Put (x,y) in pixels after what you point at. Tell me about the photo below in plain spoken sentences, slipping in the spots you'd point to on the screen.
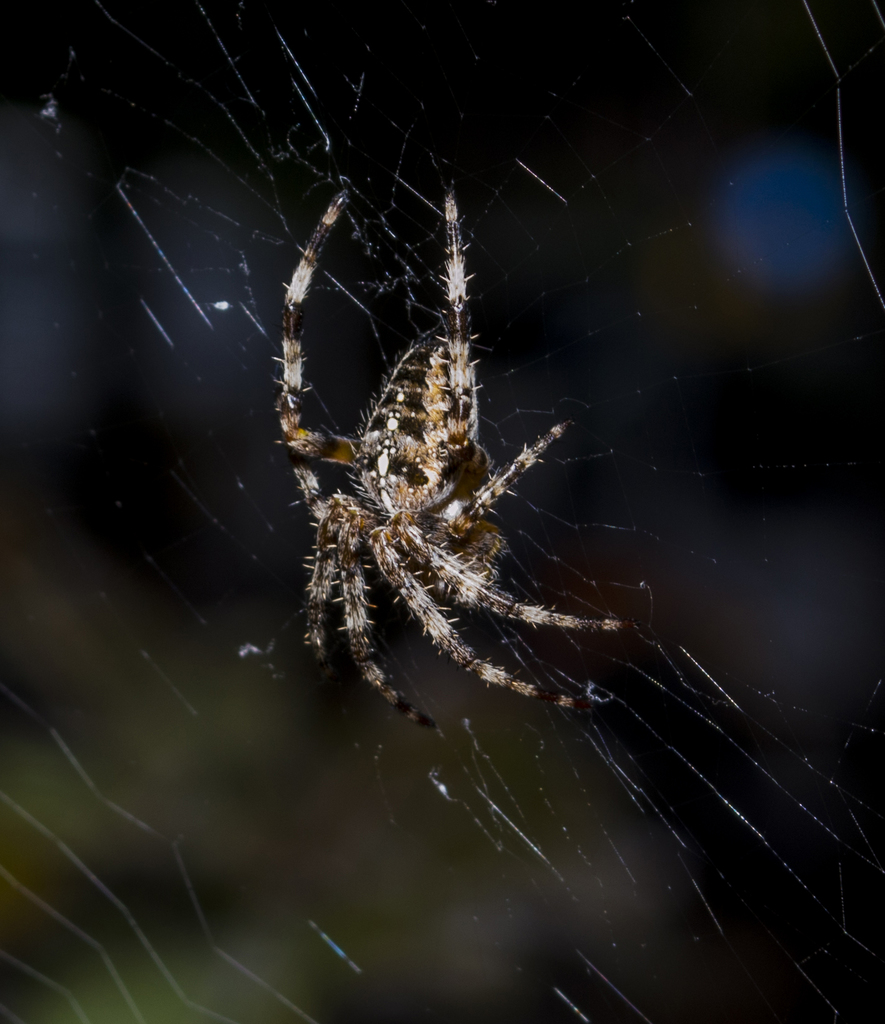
In the picture we can see a spider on the spider web (695,888) and behind it, we can see something which are not clearly visible.
